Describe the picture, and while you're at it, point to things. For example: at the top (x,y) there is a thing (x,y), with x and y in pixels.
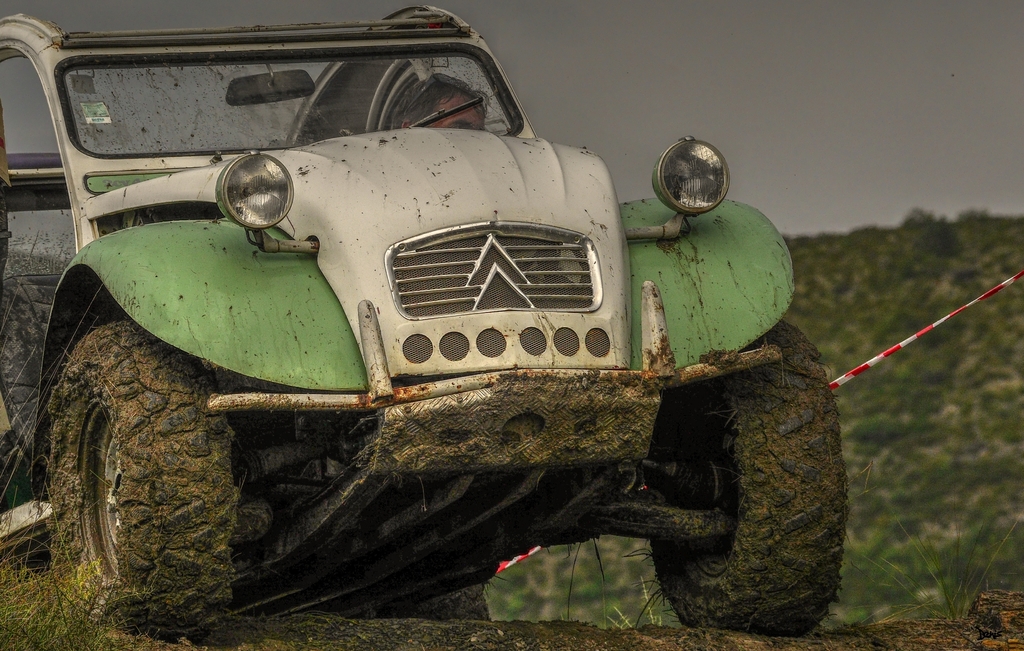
In this picture in the front (333,266) there is a car (380,289) which is white and green in colour. In the background (848,348) there are trees (920,381) and on the right side of the car (239,273) there is an object (893,349) which is white and red in colour.
